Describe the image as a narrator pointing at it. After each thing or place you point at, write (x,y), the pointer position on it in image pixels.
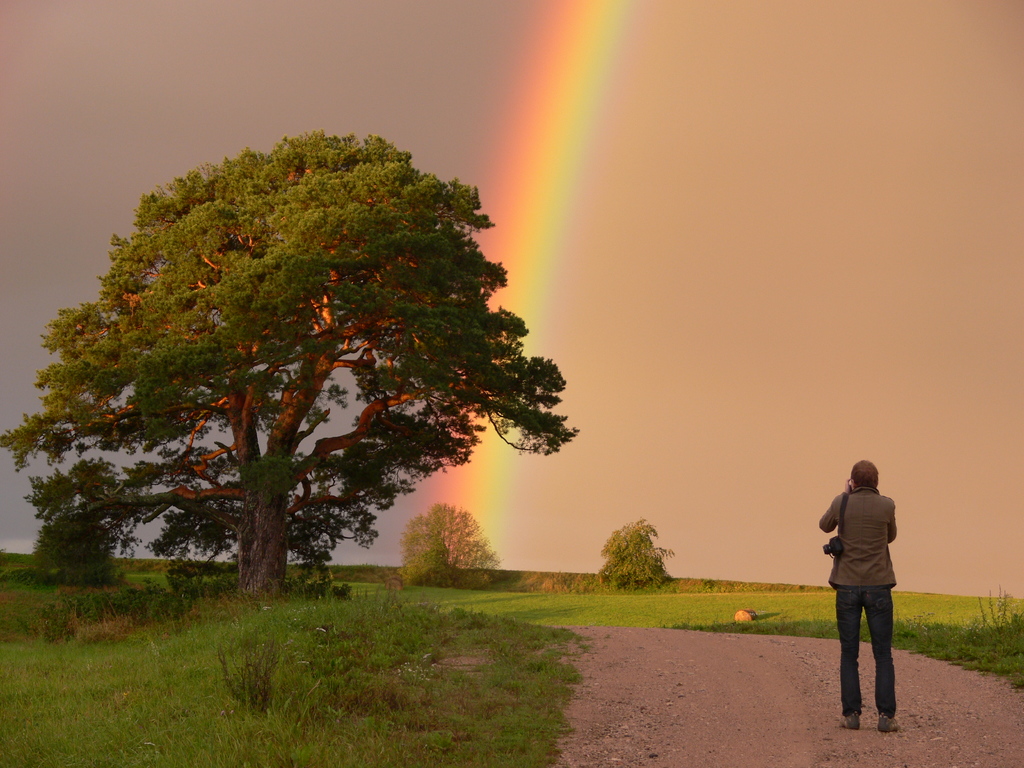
Here is a person (882,597) standing. These are the trees (442,532) with branches (316,503) and leaves (302,553). Here is the grass (478,705) and the plants (323,673). I can see the rainbow (527,265) in the sky (630,20).
